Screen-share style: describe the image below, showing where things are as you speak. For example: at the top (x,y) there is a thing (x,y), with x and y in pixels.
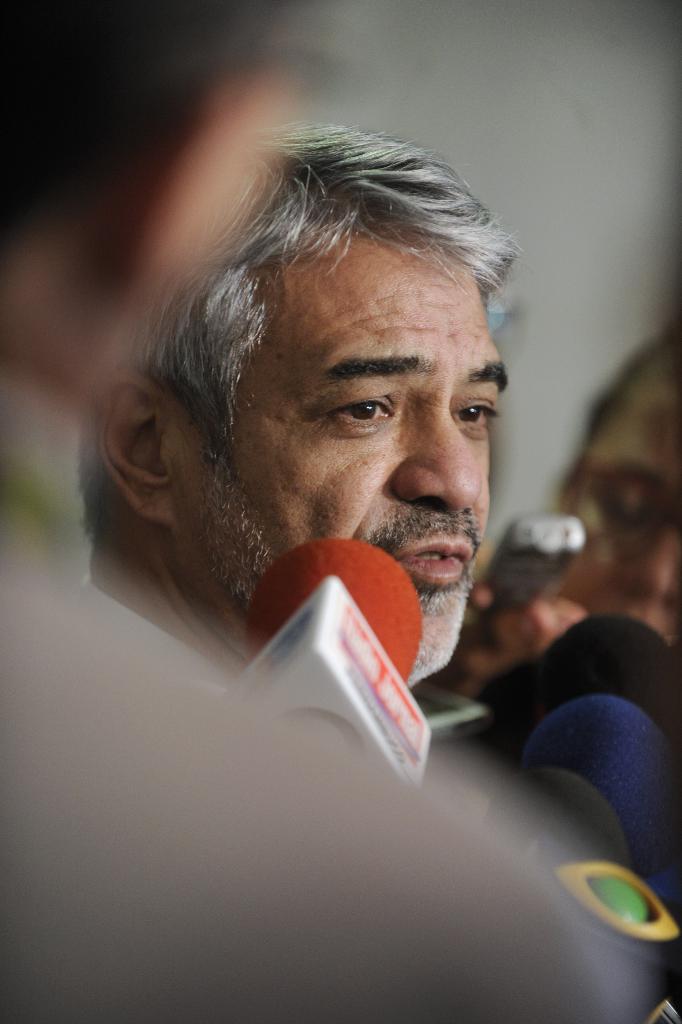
In the image few persons (595,600) are holding microphones (285,624). Behind them a man (445,274) is standing and watching.
